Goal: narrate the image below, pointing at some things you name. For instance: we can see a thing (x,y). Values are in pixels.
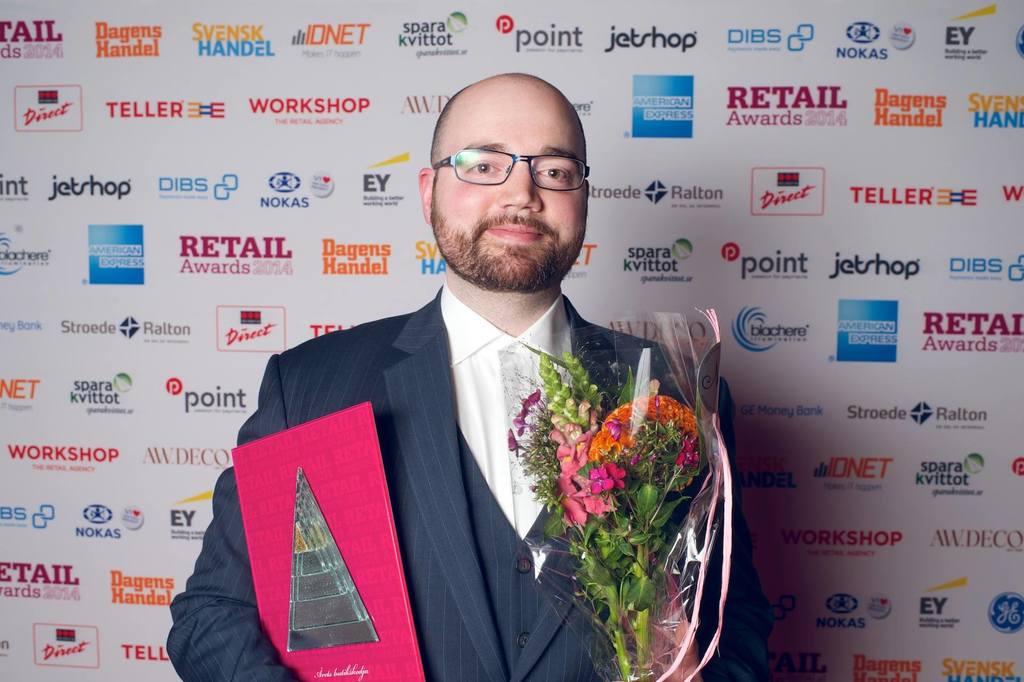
The man (379,433) in the middle of the picture (459,405) wearing a white shirt (493,413) and blue blazer (472,576) is holding a pink book (343,498) in one of his hands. In the other hand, he is holding a bouquet (658,595). He is wearing spectacles (463,163). He is smiling. Behind him, we see a white banner (230,239) containing logos (763,347) and text (866,543) in different colors.
